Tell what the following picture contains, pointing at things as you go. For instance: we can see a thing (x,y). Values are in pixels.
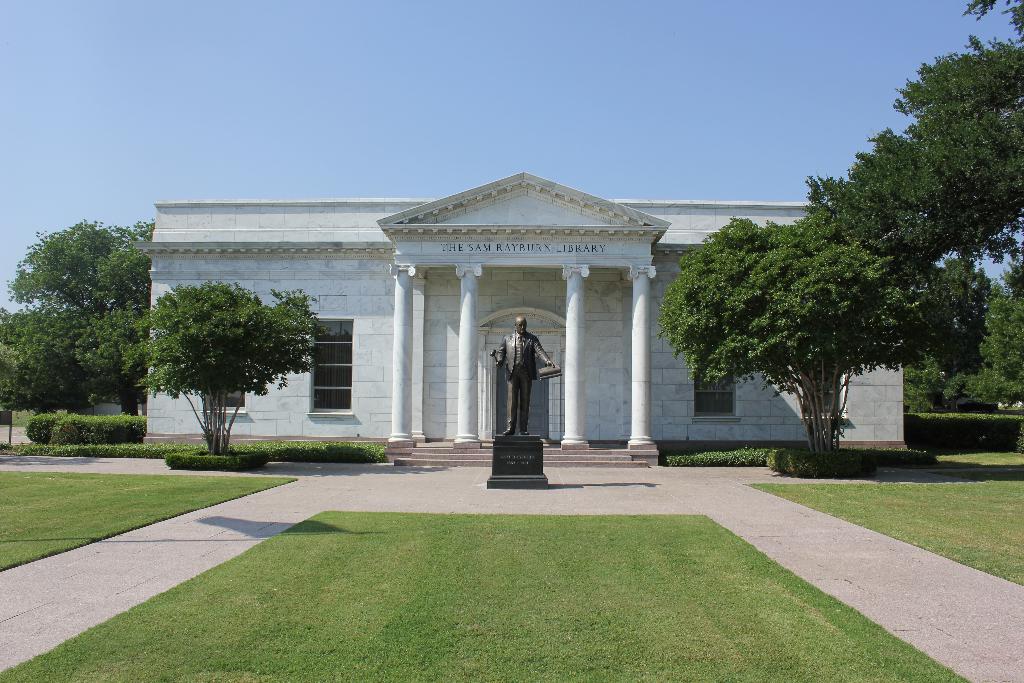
There is a statue (516,394) of a man (524,394) in front of the white building (452,326). The white building (397,307) has the four pillars (409,335) in front of its entrance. The name of the white building (504,269) is the sam rayburn library (509,263). Yes and it's a library (566,356). There is a window (332,371) for this building (335,384). In Front of this library (373,384) there is a lawn (449,619). Besides this lawn (227,627) there is a path (158,574) towards the library (590,348). There are some trees (783,309) around the library (362,366) and plants (80,434) also located. We can observe a sky (402,114) in the background (521,127).
